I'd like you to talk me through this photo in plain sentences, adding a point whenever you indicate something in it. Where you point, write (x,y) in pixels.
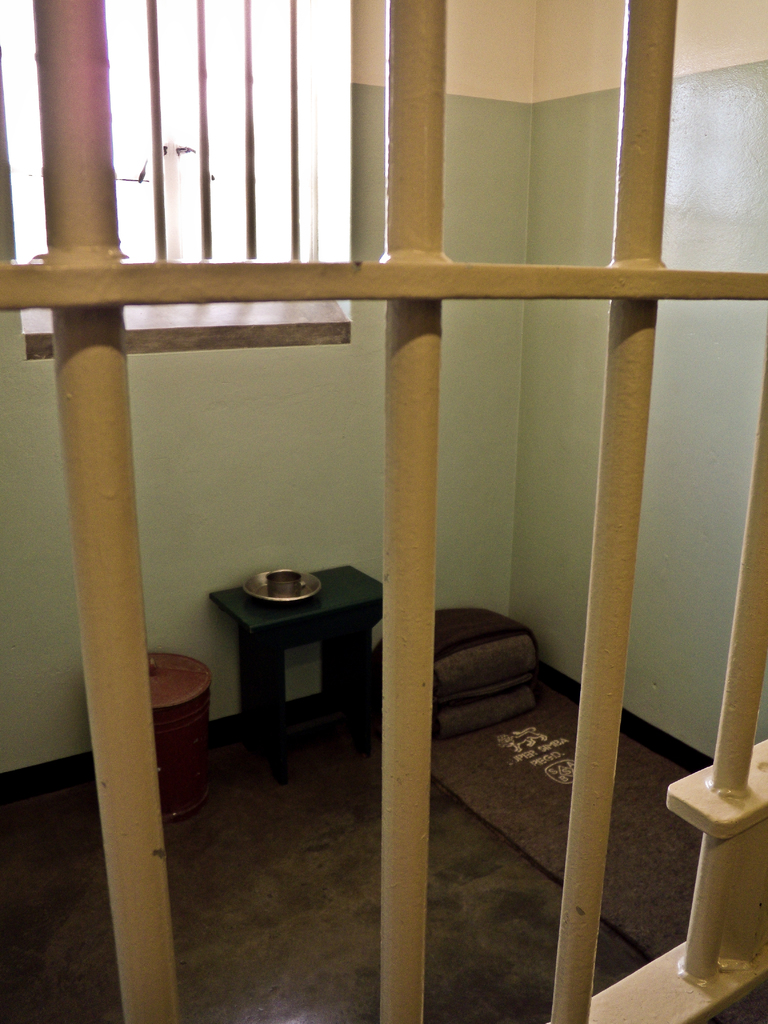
In this picture there is an iron fence (573,848) which is in yellow color and there is a table (343,646) which has few objects (297,593) placed on it and there is a dustbin (178,724) beside it and there are few objects (575,724) in the right corner (637,866) and there is a window (268,194) in the background (279,204).
